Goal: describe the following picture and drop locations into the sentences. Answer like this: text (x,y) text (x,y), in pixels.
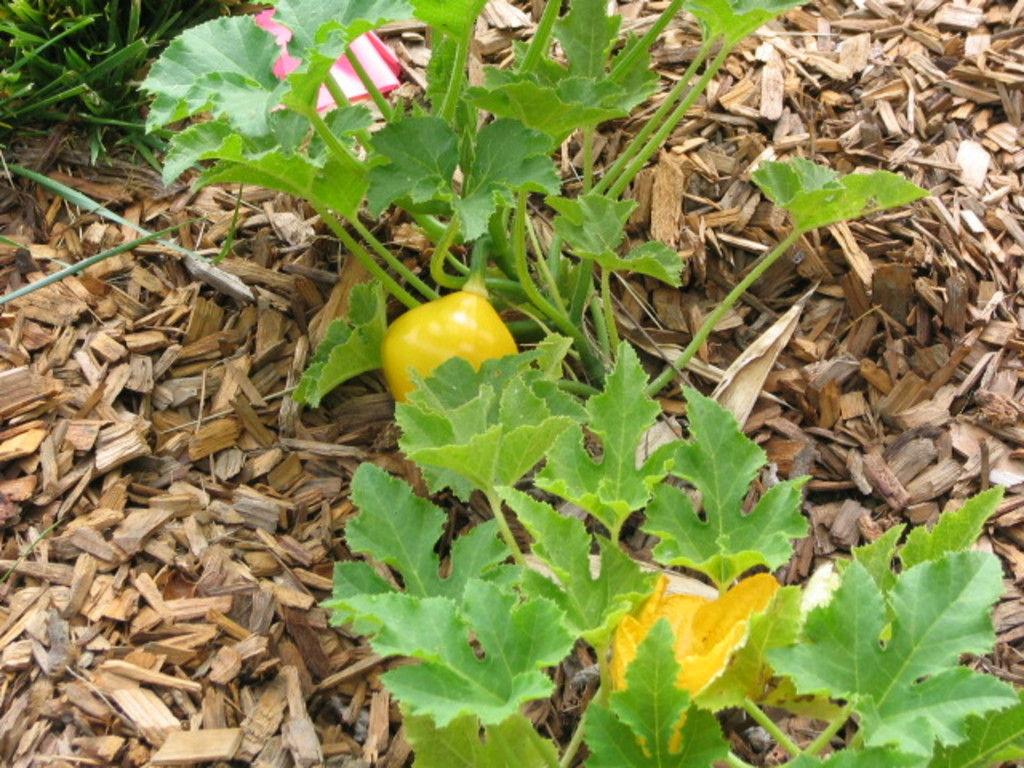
Here we can see a plant (537,323) with yellow color flower (685,638) and a yellow color fruit (440,352) on the small wooden pieces (290,311). On the left (14,15) at the top corner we can see grass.
